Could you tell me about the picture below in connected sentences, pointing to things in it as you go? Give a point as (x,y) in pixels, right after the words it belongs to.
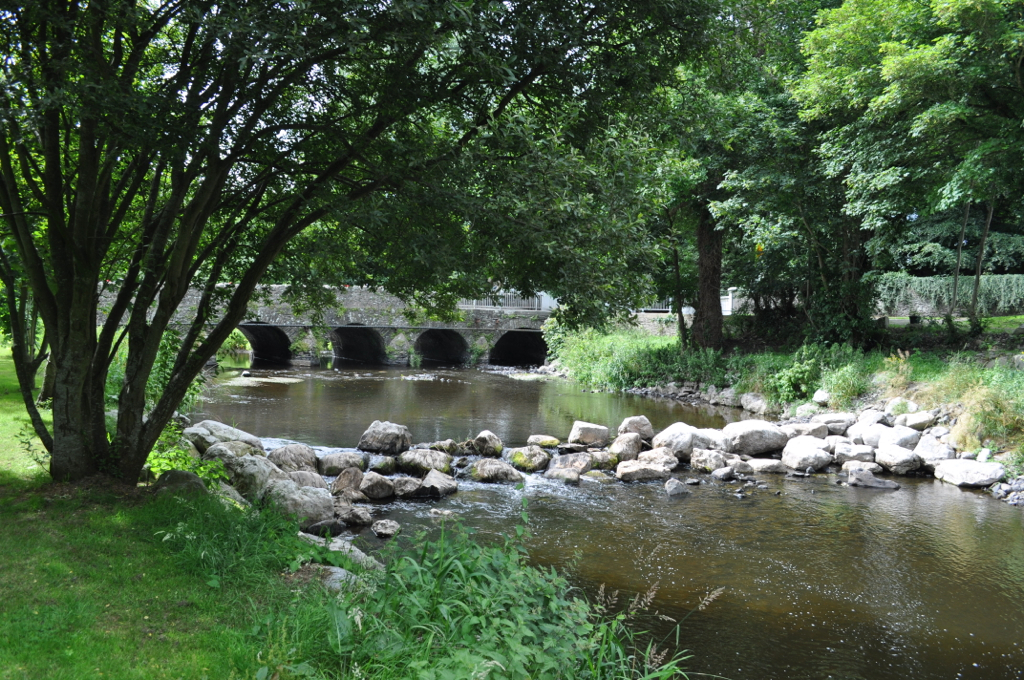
In the center of the image (498,447) there are rocks (574,427). There is water (779,568). At the bottom of the image (205,558) there is grass (167,604) on the surface (179,599). In the background of the image (275,299) there is a bridge (397,315) and there are trees (878,53).
